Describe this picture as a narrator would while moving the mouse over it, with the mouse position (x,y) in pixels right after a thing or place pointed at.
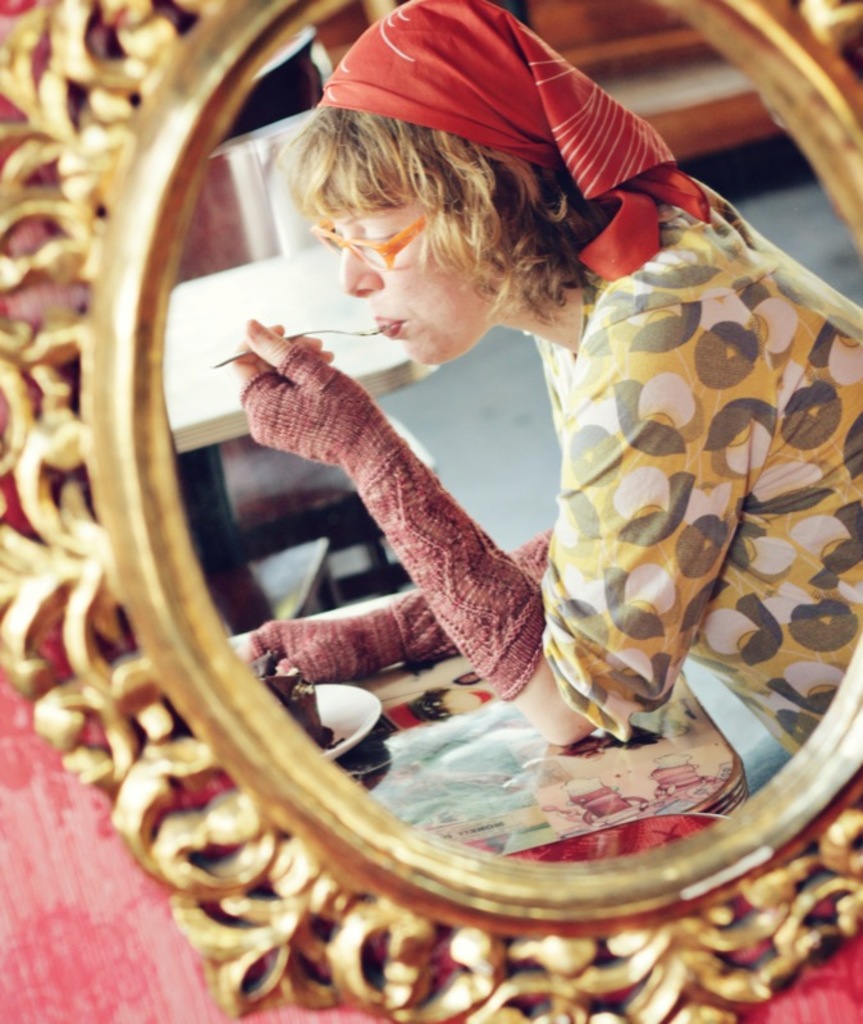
In the foreground of this picture (474,979), there is a mirror (198,385) and through mirror (395,388) we can see a woman (614,376) sitting near a table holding a fork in her hand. In the background (249,282), there are tables (254,271) and the floor (469,400).
